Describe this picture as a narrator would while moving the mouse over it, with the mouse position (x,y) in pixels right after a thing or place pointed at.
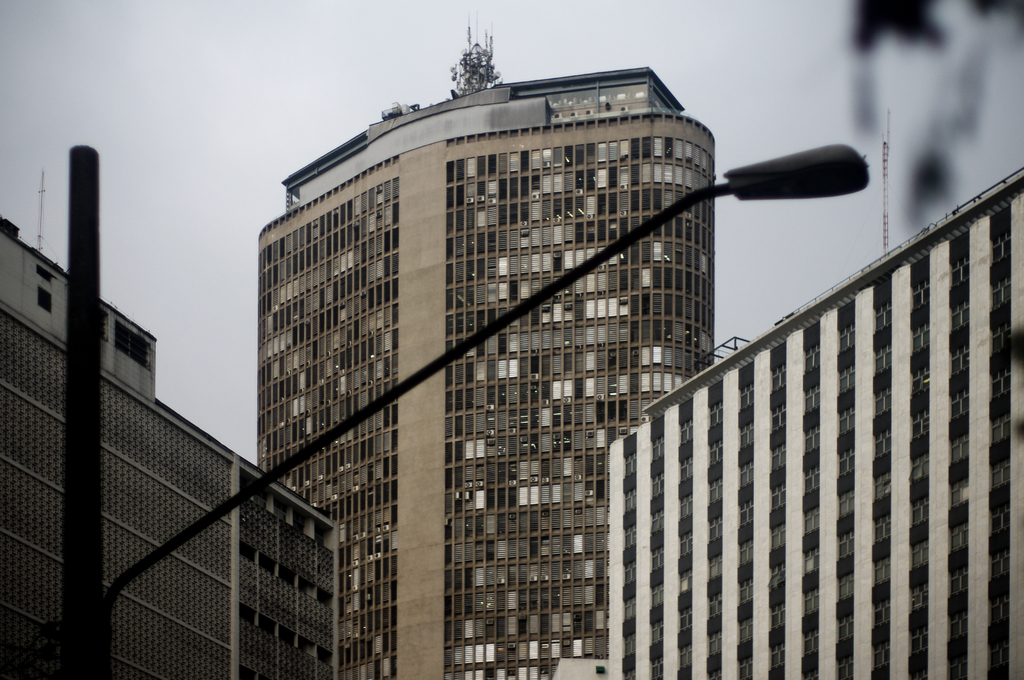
In this image I can see a pole (82,293) and a street light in the front (89,643). In the background (409,519) I can see few buildings (455,305) and the sky (197,371).
